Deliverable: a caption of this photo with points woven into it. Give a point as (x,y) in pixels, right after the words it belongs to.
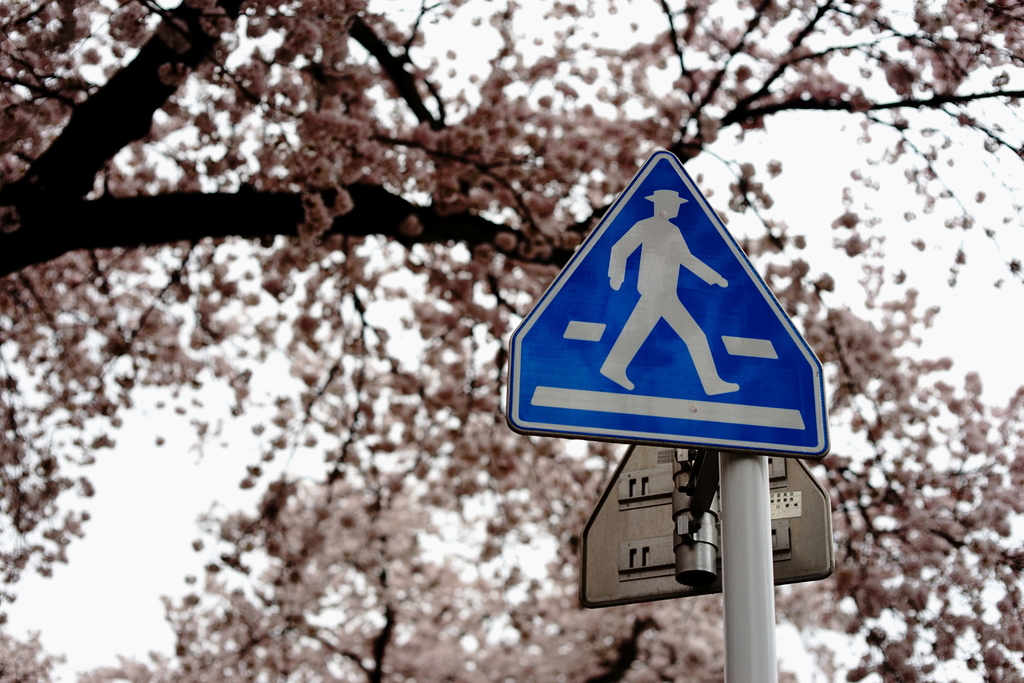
On the right side of the image (693,463) we can see few sign boards (801,481) and a metal rod (752,508), in the background (416,378) we can find few trees (171,89) and flowers (440,187).
